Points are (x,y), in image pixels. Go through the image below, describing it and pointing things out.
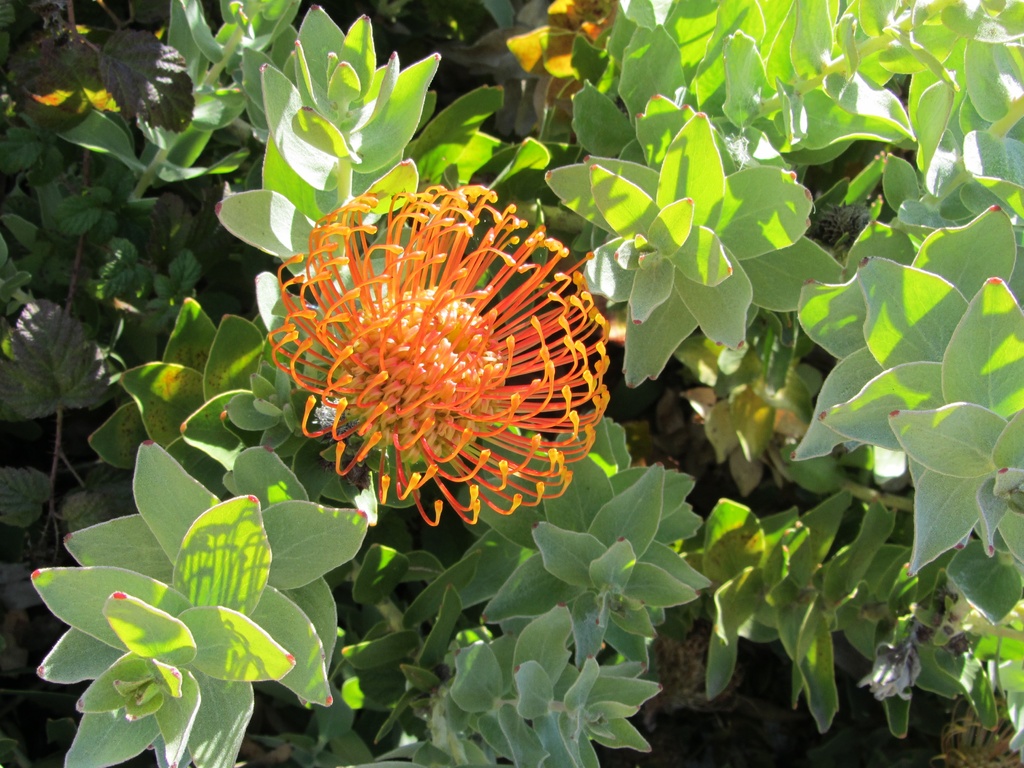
There is a plant (413,195) and to the plant (421,453) there is a orange flower (429,363), it is very unique and different.
